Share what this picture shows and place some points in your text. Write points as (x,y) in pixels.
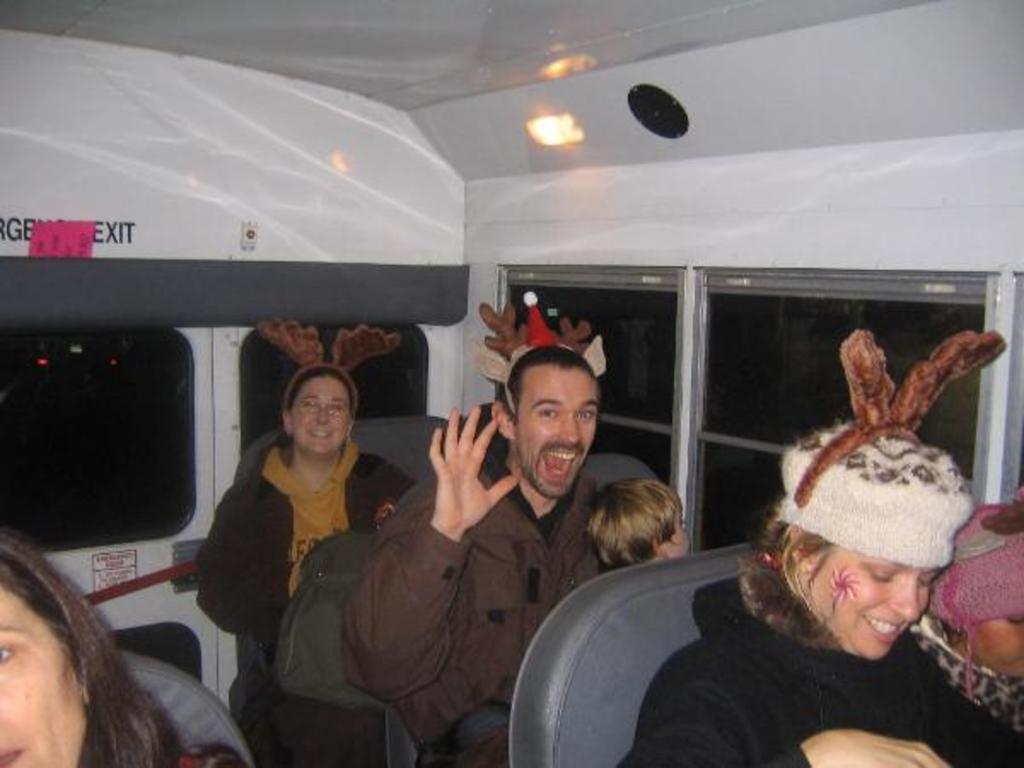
There are few people (458,578) sitting in a vehicle (221,733) and there are some thing (506,376) on their heads (557,377).
